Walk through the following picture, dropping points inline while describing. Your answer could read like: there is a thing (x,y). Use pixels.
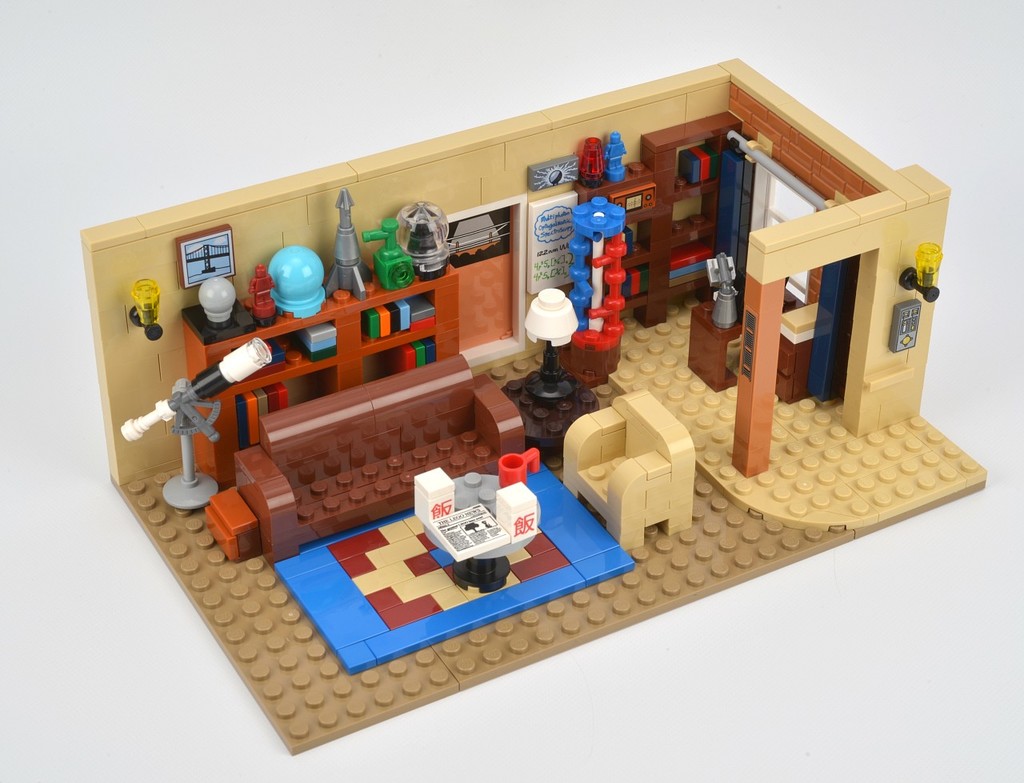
In this picture we can see a miniature (545,323) and it is created by building blocks (511,339).
